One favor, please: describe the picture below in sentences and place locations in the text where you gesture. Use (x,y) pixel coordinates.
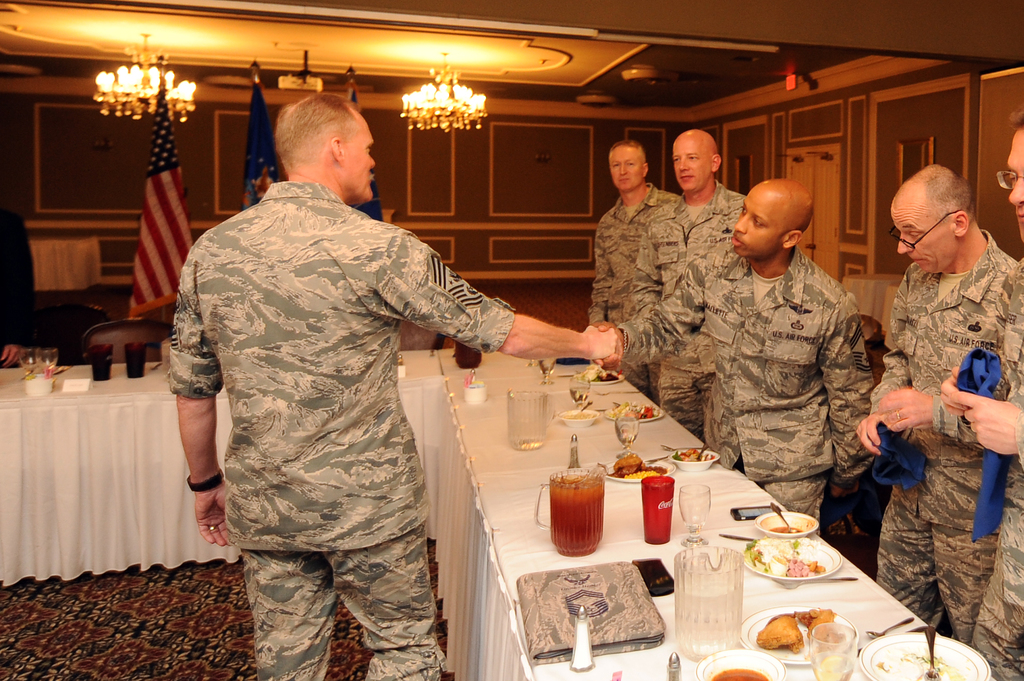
In this image I can see there are few persons (642,307) standing on the floor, in front of the bench (166,447), on the bench (167,460) I can see glass jars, plates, glasses (689,503) food (793,624) on plates (794,579) kept on the bench (461,398), at the top (129,84) I can see a flag (178,192) and chandelier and wooden wall (559,162).
